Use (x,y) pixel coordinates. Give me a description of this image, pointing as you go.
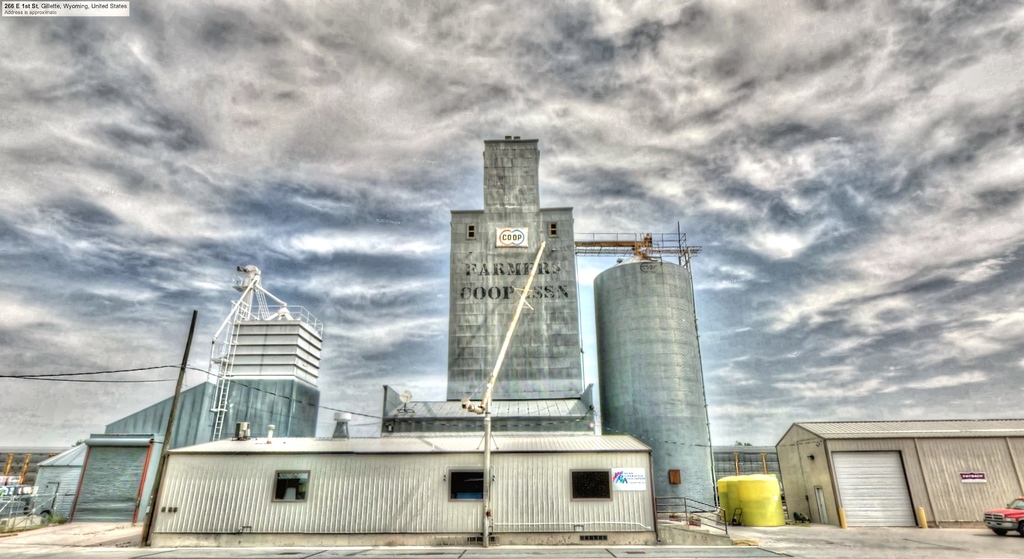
There is a factory (518,402) and a shed (869,487) at the bottom of this image (932,497), and there is a cloudy sky (406,230) in the background (833,214). We can see a car (992,519) in the bottom right corner of this image (992,525).
